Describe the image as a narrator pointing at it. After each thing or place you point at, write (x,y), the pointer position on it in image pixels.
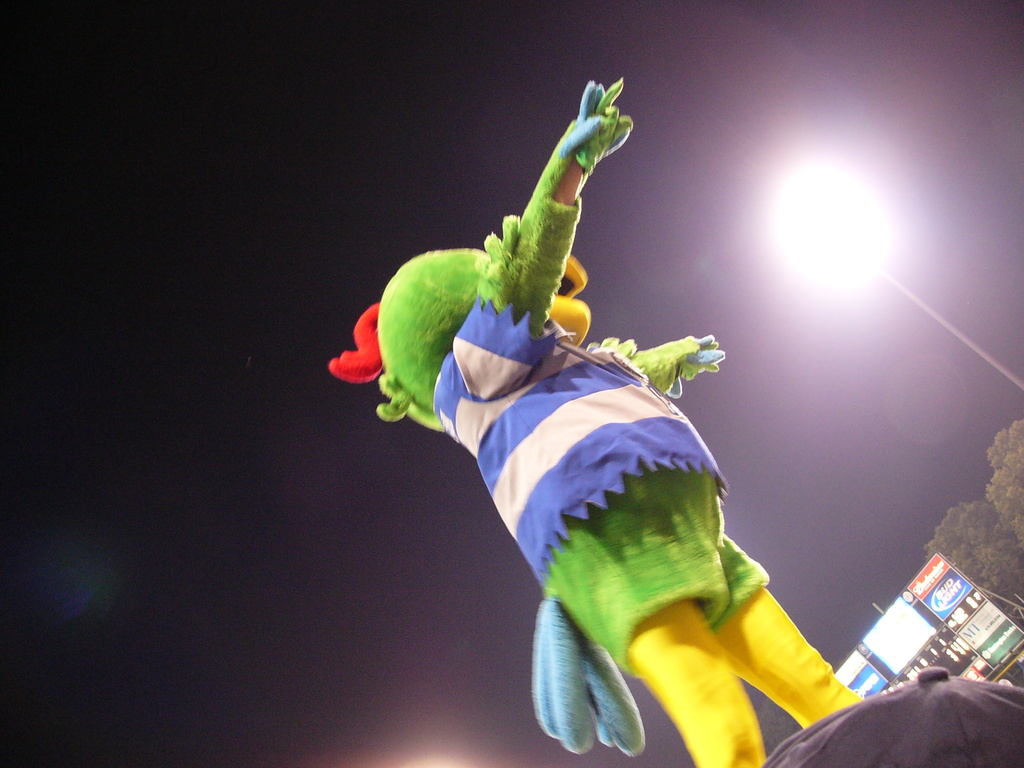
In this image there is a person (555,389) wearing a mask (453,332). He is wearing a costume (659,501). Right bottom there is a hoarding (872,645). Behind there are trees (998,449). Right side (802,190) there is a street light (838,207). Background (964,118) there is sky (421,198).
